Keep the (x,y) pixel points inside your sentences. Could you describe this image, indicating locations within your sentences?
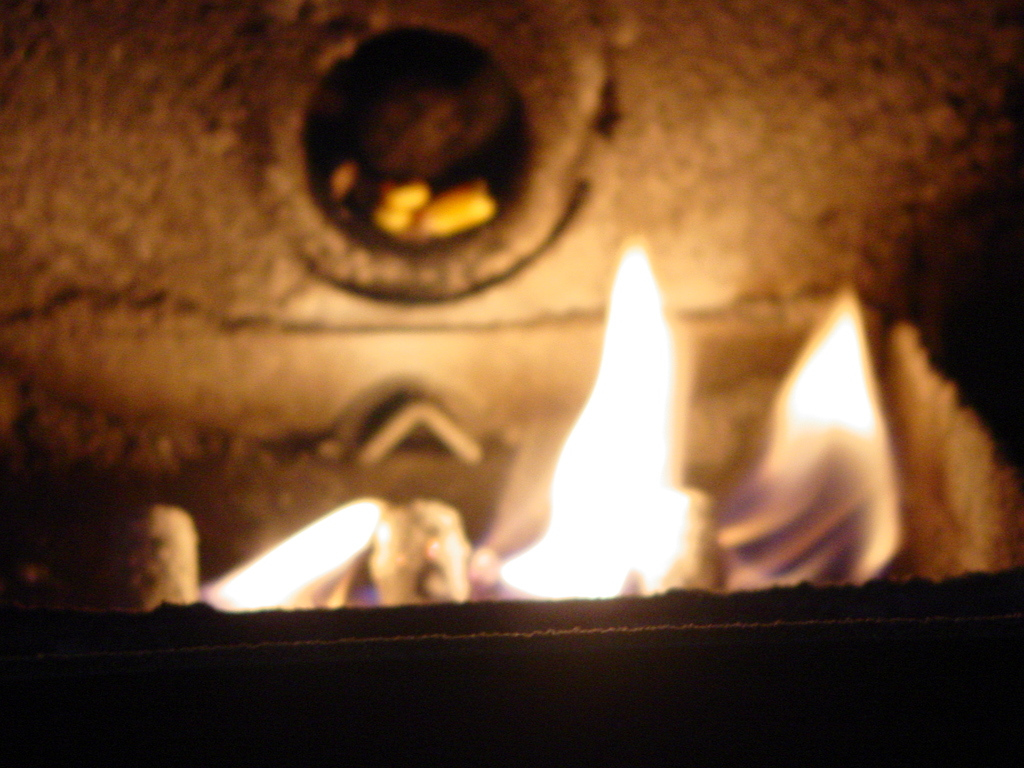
In the image we can see the flames (581,457) and the bottom part of the image (470,741) is dark. The background is blurred.
